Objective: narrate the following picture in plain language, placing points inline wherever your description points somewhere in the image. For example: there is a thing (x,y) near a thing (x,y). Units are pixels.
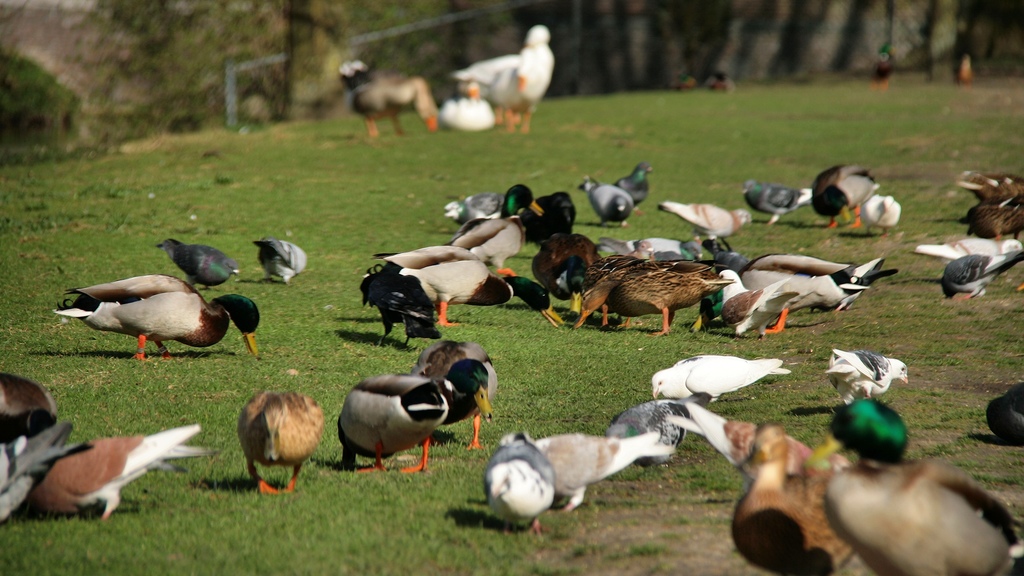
In the picture I can see a group of birds (573,472) on the green grass (490,340). It is looking like a trunk (296,18) of a tree (309,56) on the top left side of the picture (305,39).
